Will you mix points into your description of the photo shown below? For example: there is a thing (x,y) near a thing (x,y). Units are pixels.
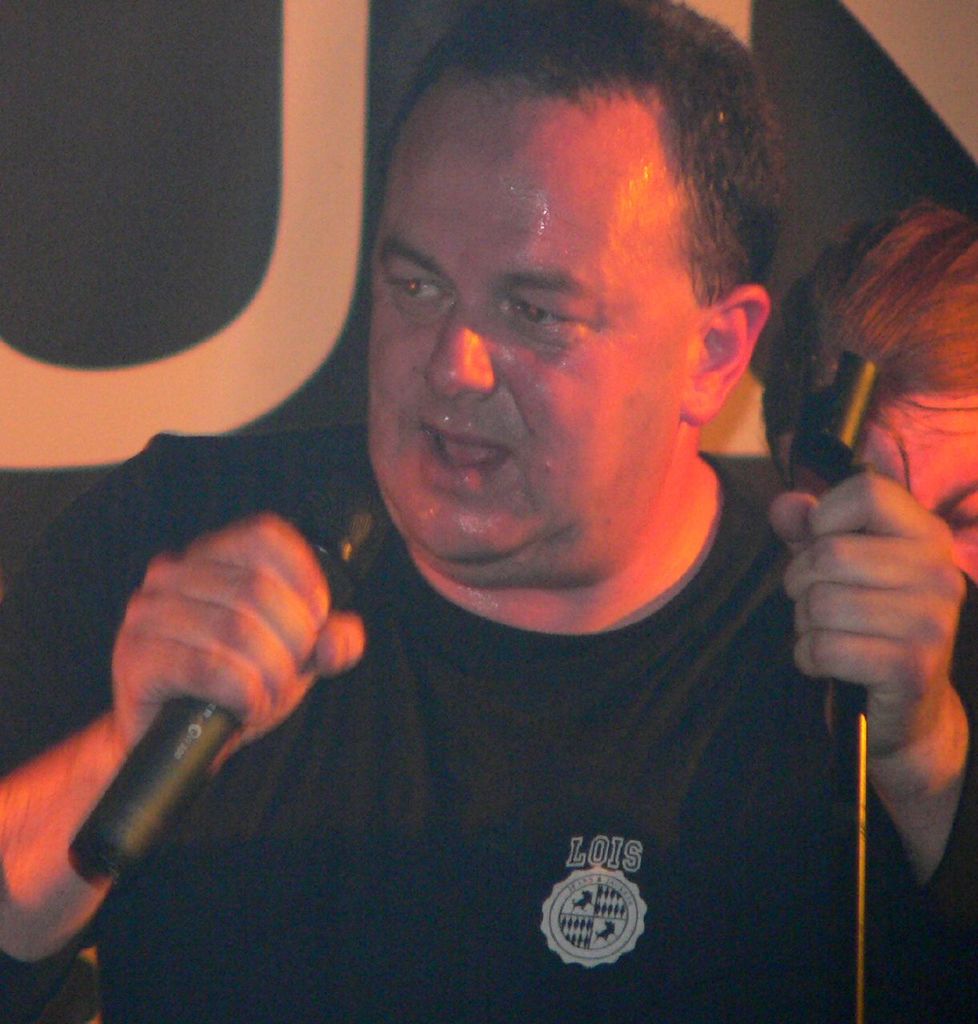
In this image I can see a man (269,729) holding a mic (118,804).
